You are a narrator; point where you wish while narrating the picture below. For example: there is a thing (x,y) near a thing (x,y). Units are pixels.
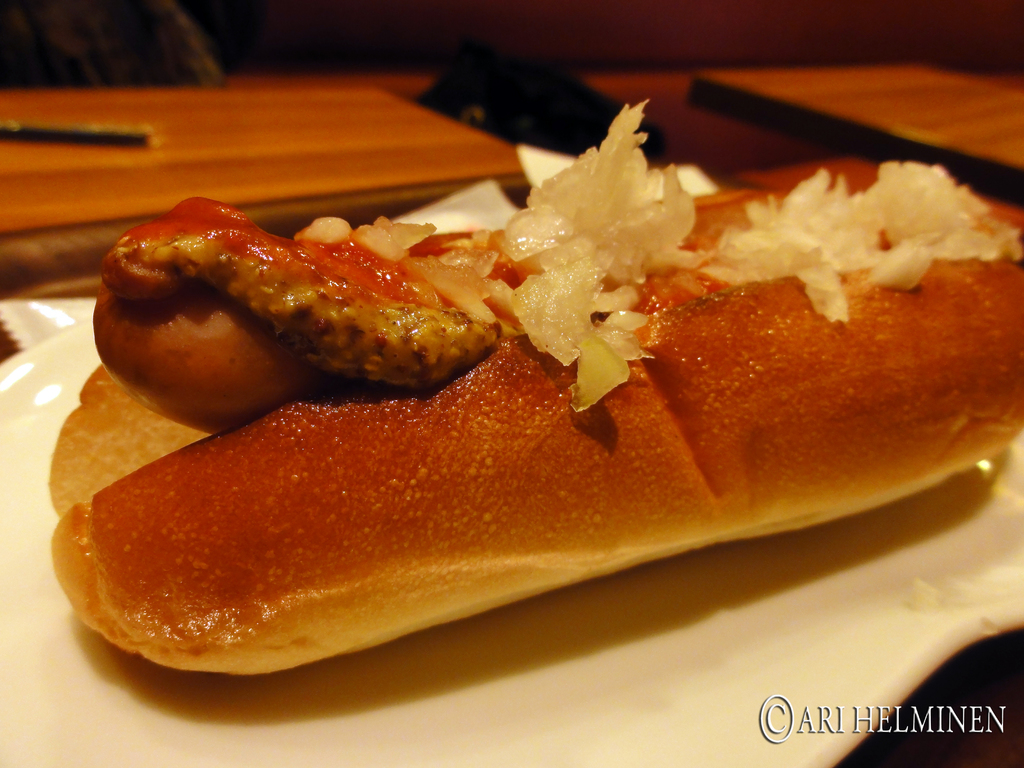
In this image there is one plate (561,615) and in the plate (5,467) there is some food (571,334), in the background (516,130) there are some tables (980,130) and some other objects (18,69). At the bottom of the image (901,732) there is some text (979,730).
